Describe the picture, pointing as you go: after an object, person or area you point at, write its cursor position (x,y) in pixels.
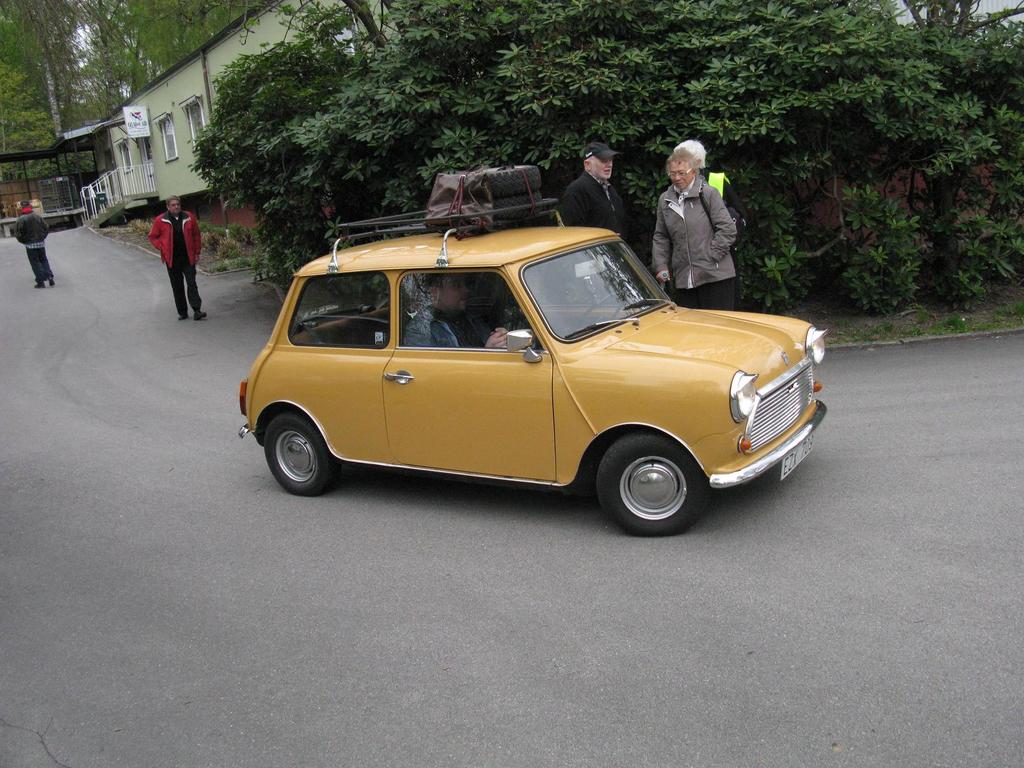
In this image in the center (443,408) there is one car (627,316) and inside the car (284,360) there is one man (446,312) who is sitting and driving and on the background (440,77) there are some trees (699,71) and buildings (99,154) are there. And some persons (36,256) are walking and on the right side (698,170) there are some persons (702,217) who are standing.
